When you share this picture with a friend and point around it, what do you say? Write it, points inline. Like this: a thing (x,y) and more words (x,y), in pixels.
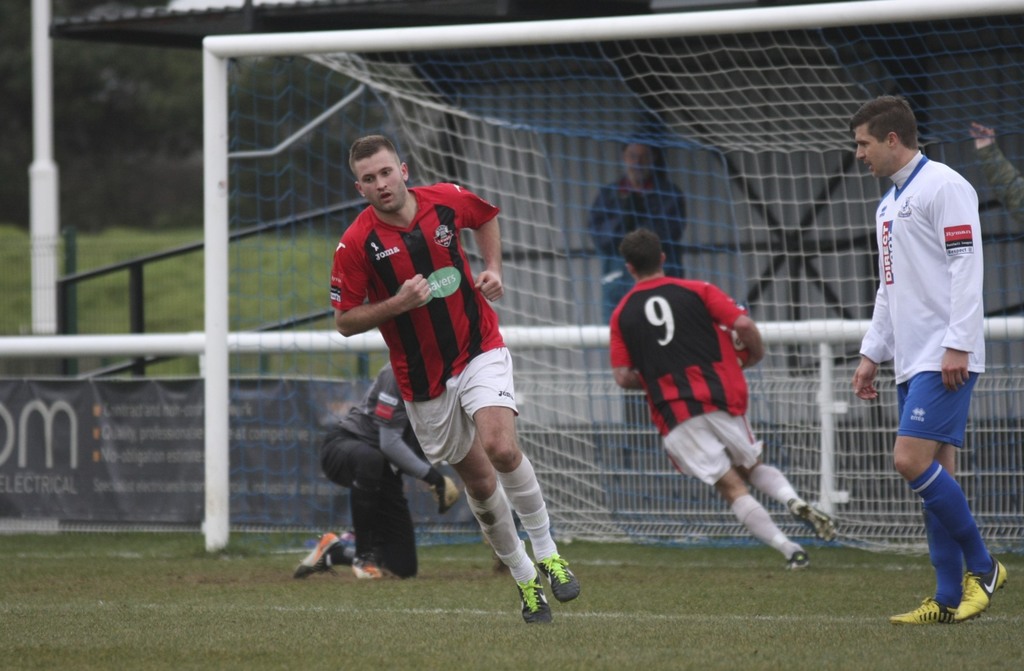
In this image we can see people (962,234). There is a goal post (225,212). In the background of the image (256,21) there is a shed (346,28). There is a fencing (161,258), banner (130,384) with text (203,459). At the bottom of the image (242,609) there is grass (200,619).
